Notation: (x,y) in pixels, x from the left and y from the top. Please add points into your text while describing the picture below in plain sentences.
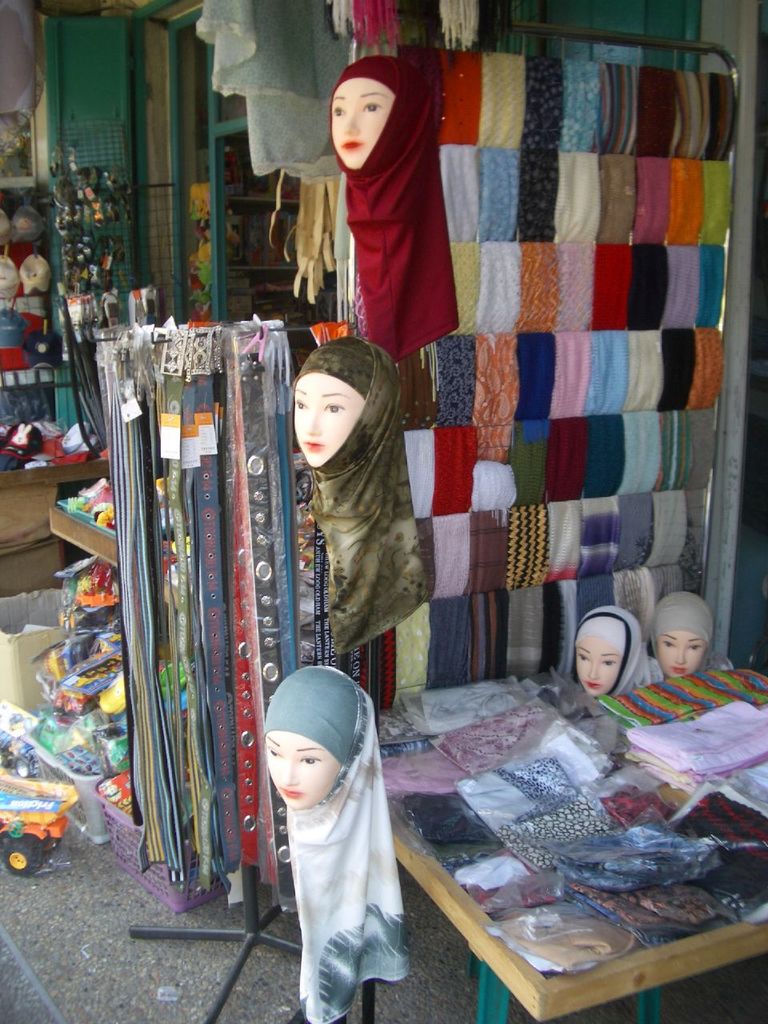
In this image I can see few faces (669,659) of the mannequin (355,584) and I can see few multi color clothes (478,386). I can also see few belts (156,395), background (110,657) I can see few toys (119,659) in multi color.
